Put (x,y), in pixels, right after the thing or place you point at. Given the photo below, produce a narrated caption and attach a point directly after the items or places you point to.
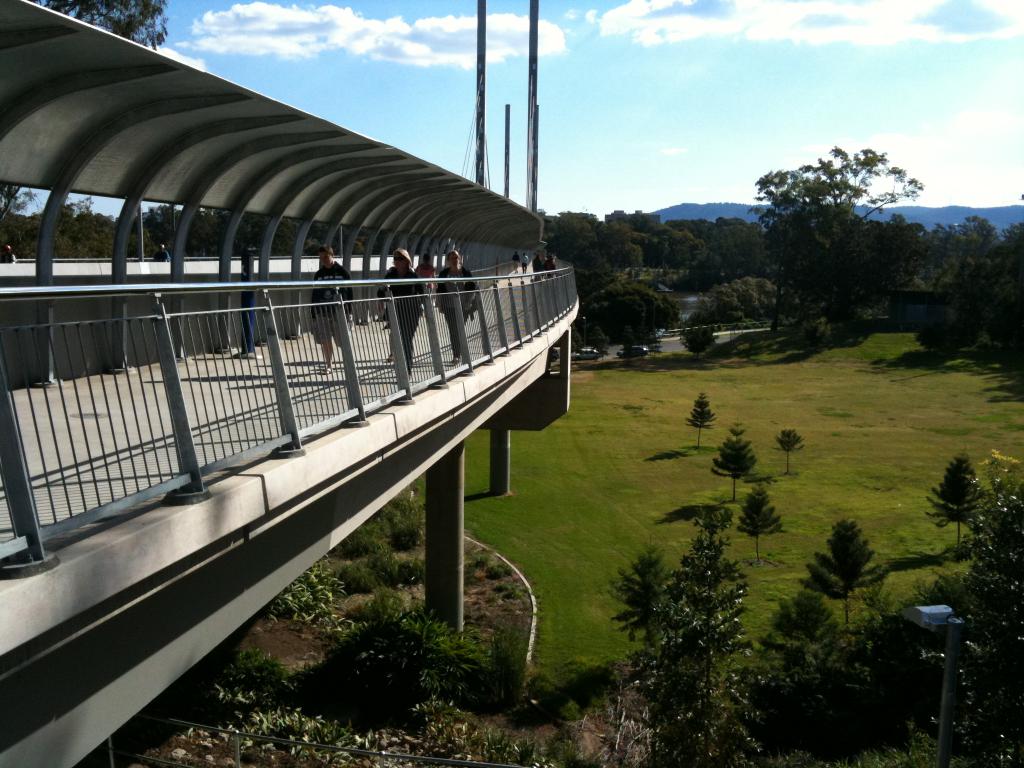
In this image, we can see so many trees (968,219), bridge (22,615), plants (412,566), grass (630,544), pillars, poles (945,701). Background (857,133) there is a sky (437,52). Here we can see few people (460,287) are walking through the walkway (48,451).
